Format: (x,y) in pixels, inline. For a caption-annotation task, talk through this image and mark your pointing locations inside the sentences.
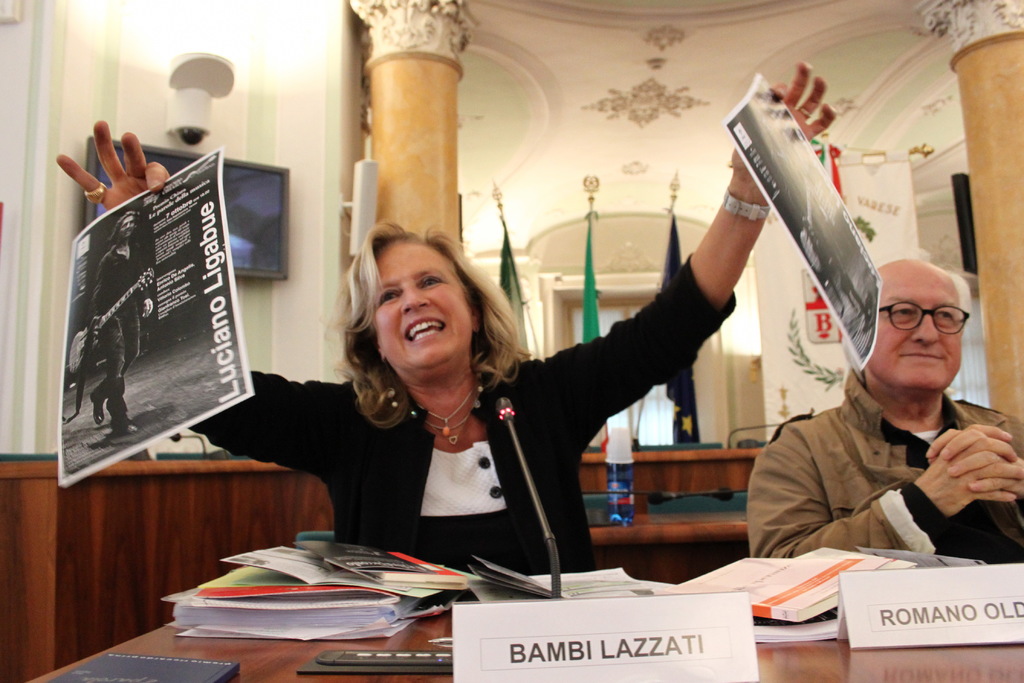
In this image we can see a lady (462,477) holding posters (154,431). Beside her there is a person (865,470) sitting wearing jacket (872,532). In front of them there is a table (814,657) on which there are books (569,593), mics (556,599) and name boards (695,617). In the background of the image (467,243) there are flags (681,429), pillars (397,4), wall (292,154), TV (173,170) and camera (202,134).
